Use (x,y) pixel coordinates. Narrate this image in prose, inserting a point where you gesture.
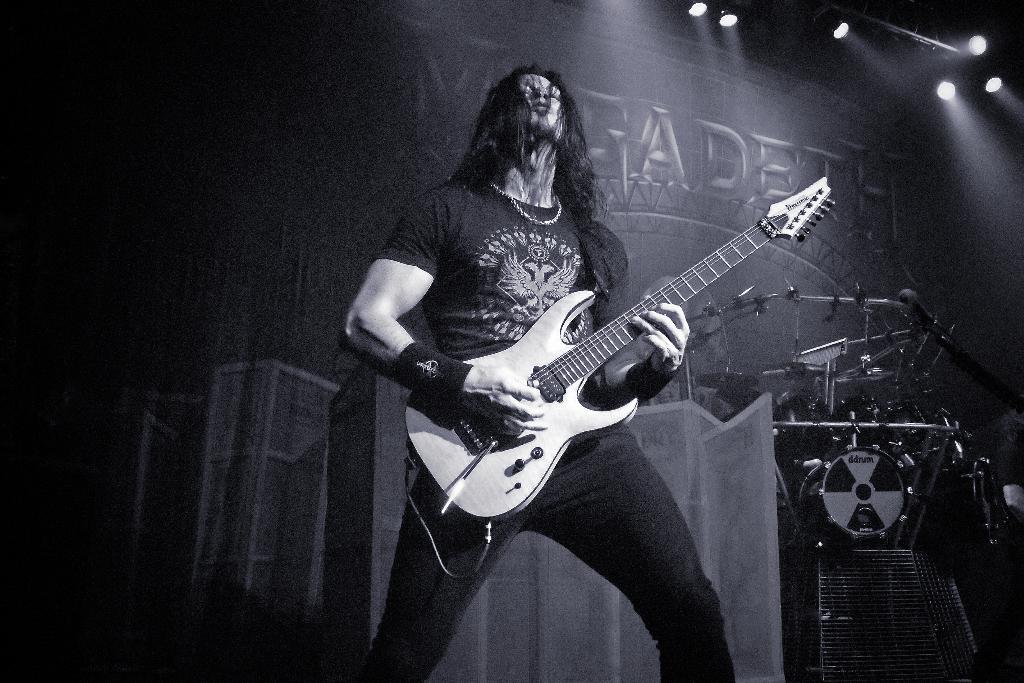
In this image there is a man (544,97) standing and playing a guitar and background there are drums (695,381).
